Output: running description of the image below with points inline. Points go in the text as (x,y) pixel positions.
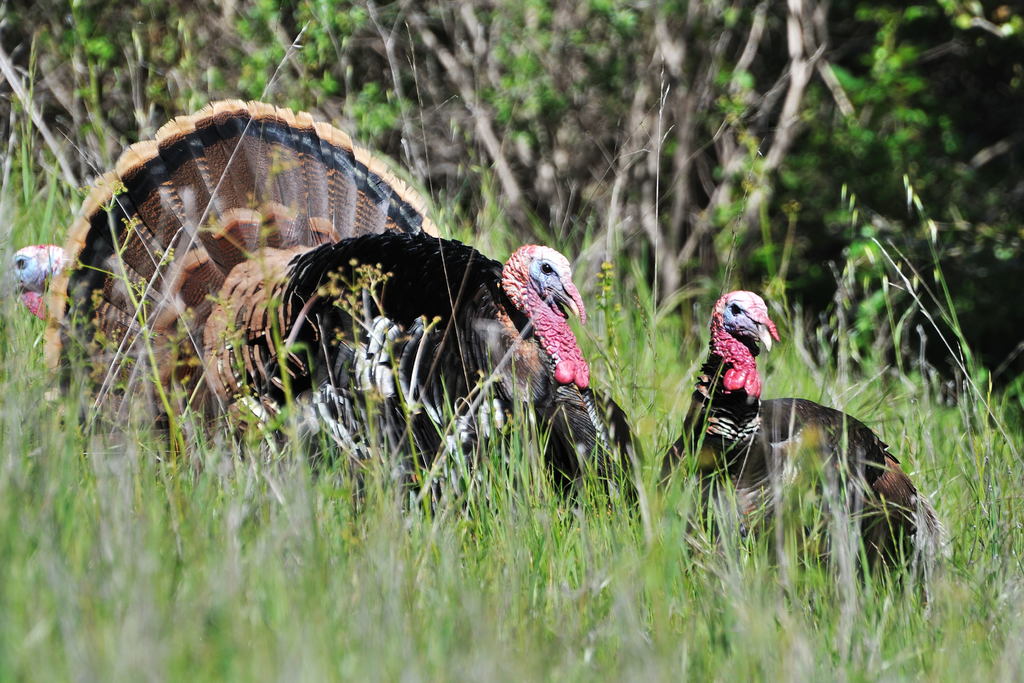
At the bottom (424,516) we can see grass (631,269) and there are birds (80,296) In the background (541,119) there are plants (592,160).
